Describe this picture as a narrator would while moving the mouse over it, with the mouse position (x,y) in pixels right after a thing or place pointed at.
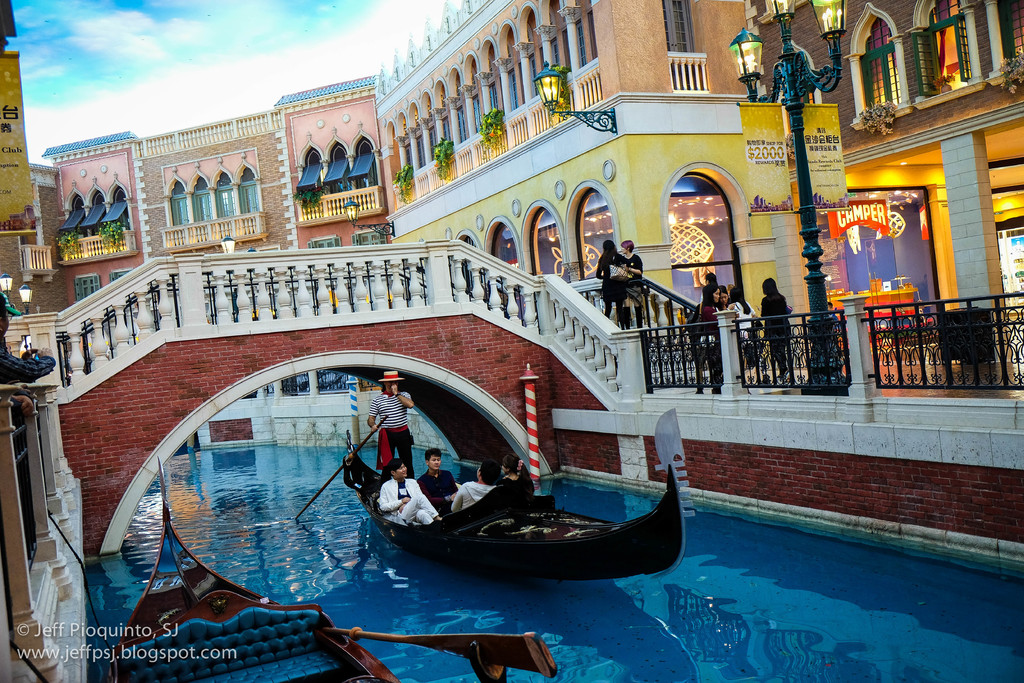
This is a sky (272,65). This is a building (856,88) with few plants (448,168). this is a window (669,38). this is a balcony (504,124). There is a board (857,204) stating Camper. This is a light (825,276). There are few people (774,315) standing in front of a building (725,271). Two women (624,309) are standing on the stairs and the women (615,297) with a black dress (617,283) wearing a handbag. This is a footover bridge (104,317). On the left side of the picture (22,391) we can see a man (22,355) wearing a hat (16,313). This a water (681,610). This is a boat (561,550). On the boat (595,550) four people (421,512) are sitting. One man (397,443) is standing beside them holding a paddle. This an empty boat (229,647).
